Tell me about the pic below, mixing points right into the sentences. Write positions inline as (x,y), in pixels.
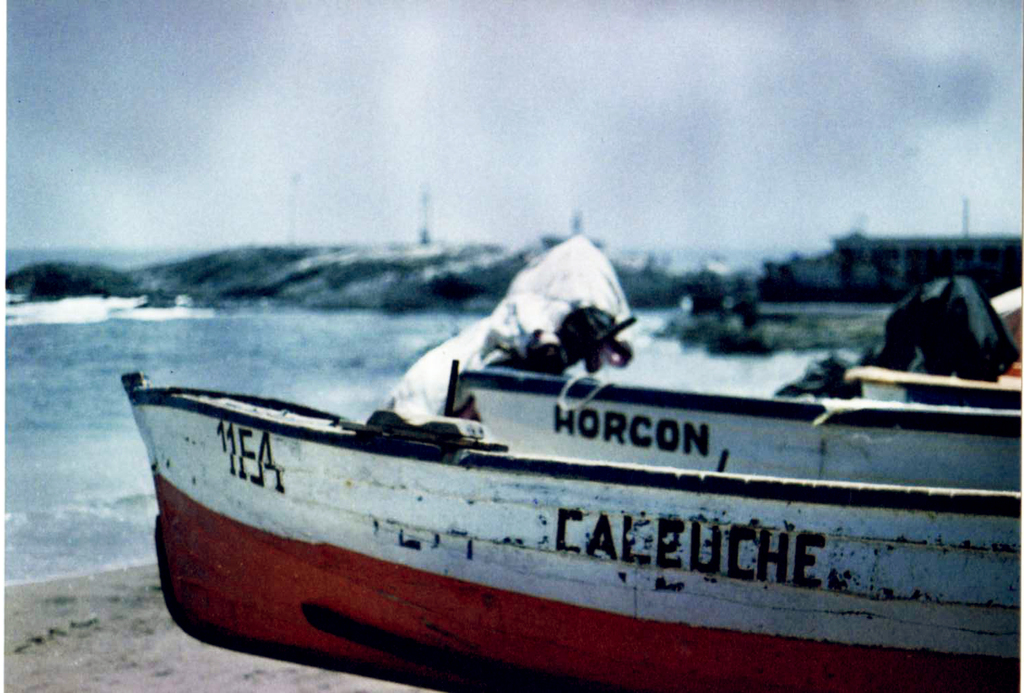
In this image they look like boats (555,493) with text (761,540), there is an object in the foreground (533,485). There is a building (960,236) and an object (993,363) on the right corner (941,326). There is mud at the bottom (100,668). There is water (55,408) on the left corner (19,400). They look like rocks (104,281) in the background (417,296). And there is sky (504,140) at the top (385,140).
